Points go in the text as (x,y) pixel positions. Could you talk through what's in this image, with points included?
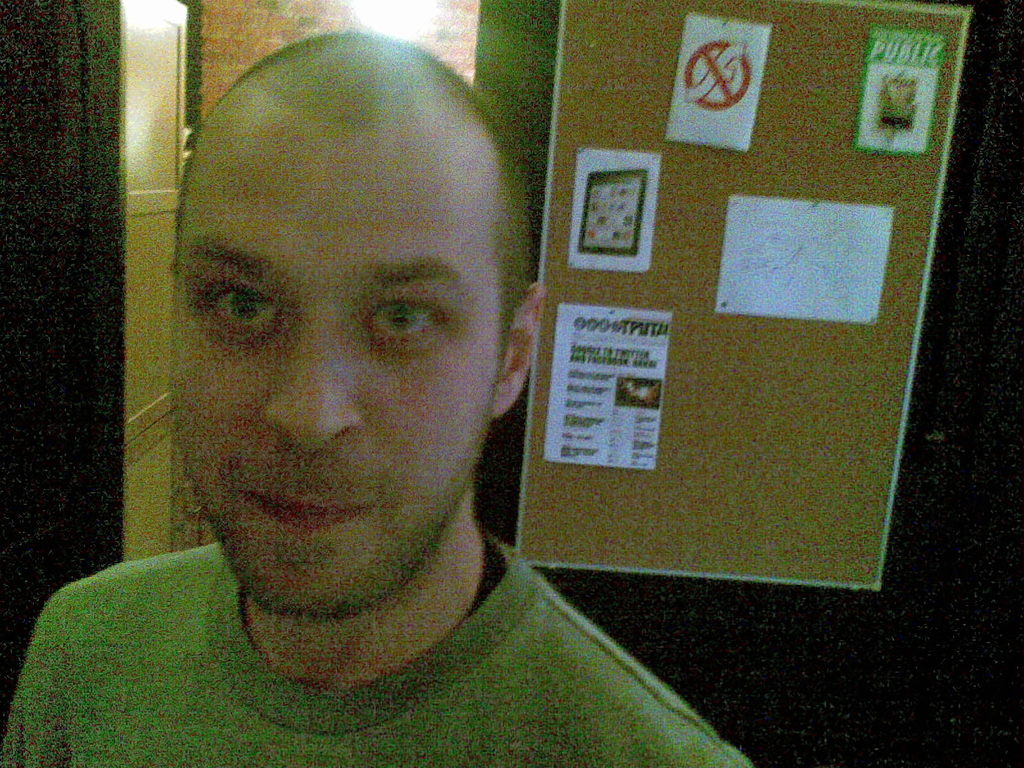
In the foreground of the picture (394,640) there is a person (409,640). On the right (766,570) there is a board (898,477), on the board (689,255) there are paper (709,125) sticked. In the background (151,87) there is a light (365,13) and a door (149,277).
